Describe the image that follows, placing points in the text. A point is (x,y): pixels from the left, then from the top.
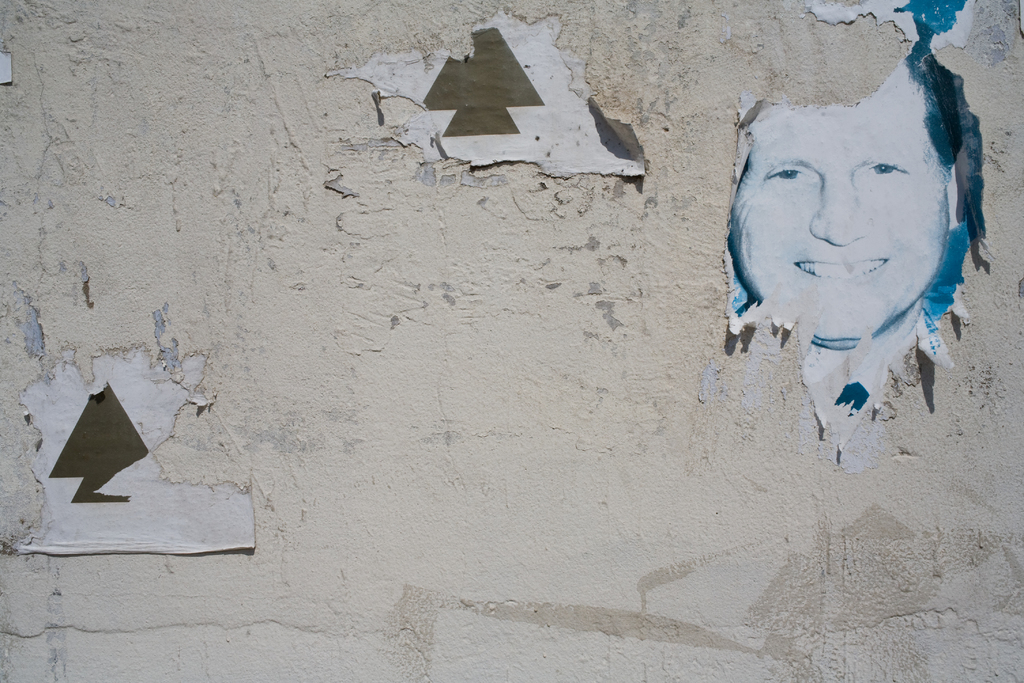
In the image we can see a wall (446,510) and on the wall (481,360) there is a half poster (760,299) torn of a person (886,290).
